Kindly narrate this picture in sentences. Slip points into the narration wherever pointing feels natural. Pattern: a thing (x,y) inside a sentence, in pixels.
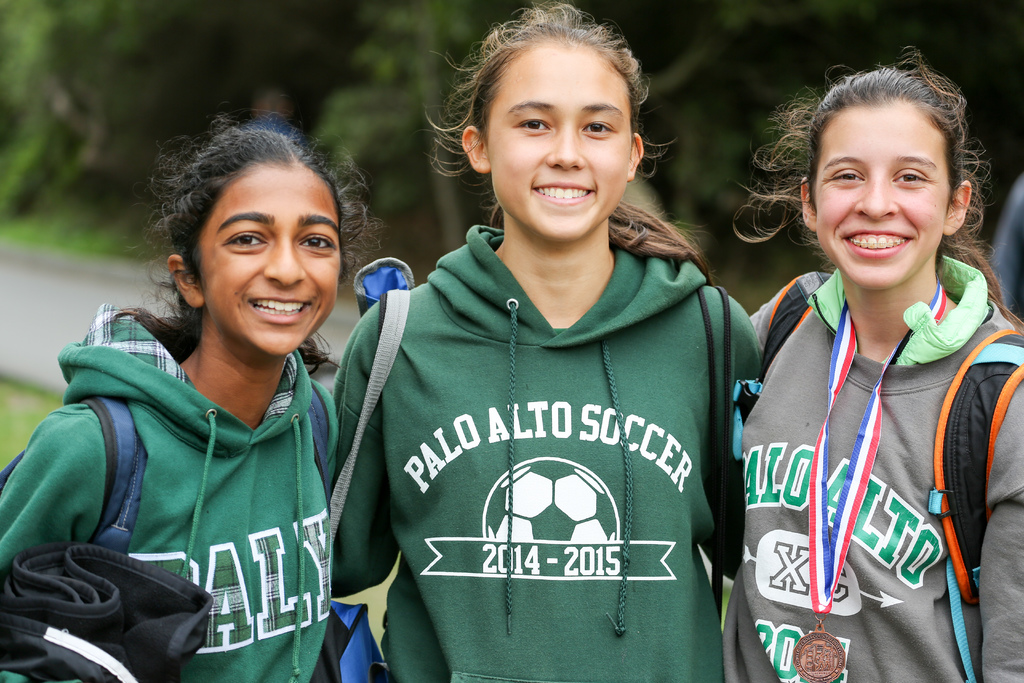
There are three women (539,480) standing and smiling and carrying bags (961,509). In the background (129,136) it is blurry and we can see trees (14,188) and grass (21,395).
